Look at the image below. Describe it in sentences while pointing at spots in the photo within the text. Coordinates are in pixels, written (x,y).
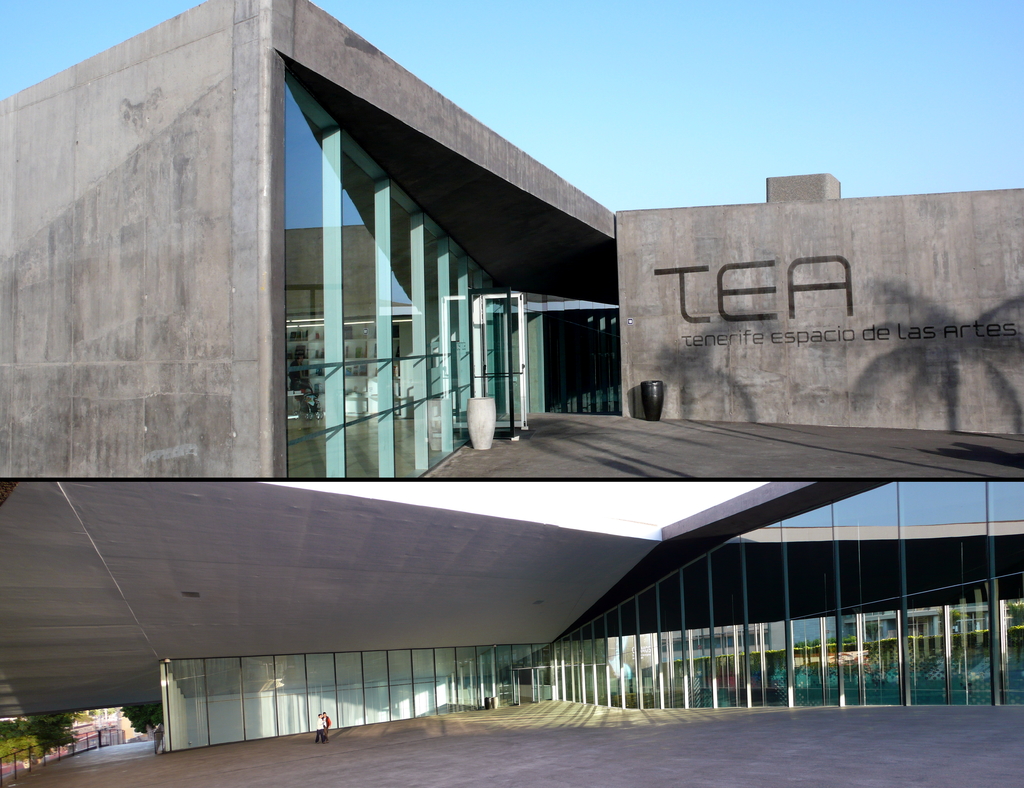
This image is collage of two different pictures. At the top (874,262) there is a building (459,297). There are glass walls (351,359) to the building (394,355). In front of the wall (622,409) there are pots (651,396). There is text (759,292) on the building (805,277). At the top (654,75) there is the sky (669,79). At the bottom (373,692) in the other picture there is a building (576,687). There are glass walls (479,687) to the building (433,661). In the bottom left (14,727) there are trees (53,734).
